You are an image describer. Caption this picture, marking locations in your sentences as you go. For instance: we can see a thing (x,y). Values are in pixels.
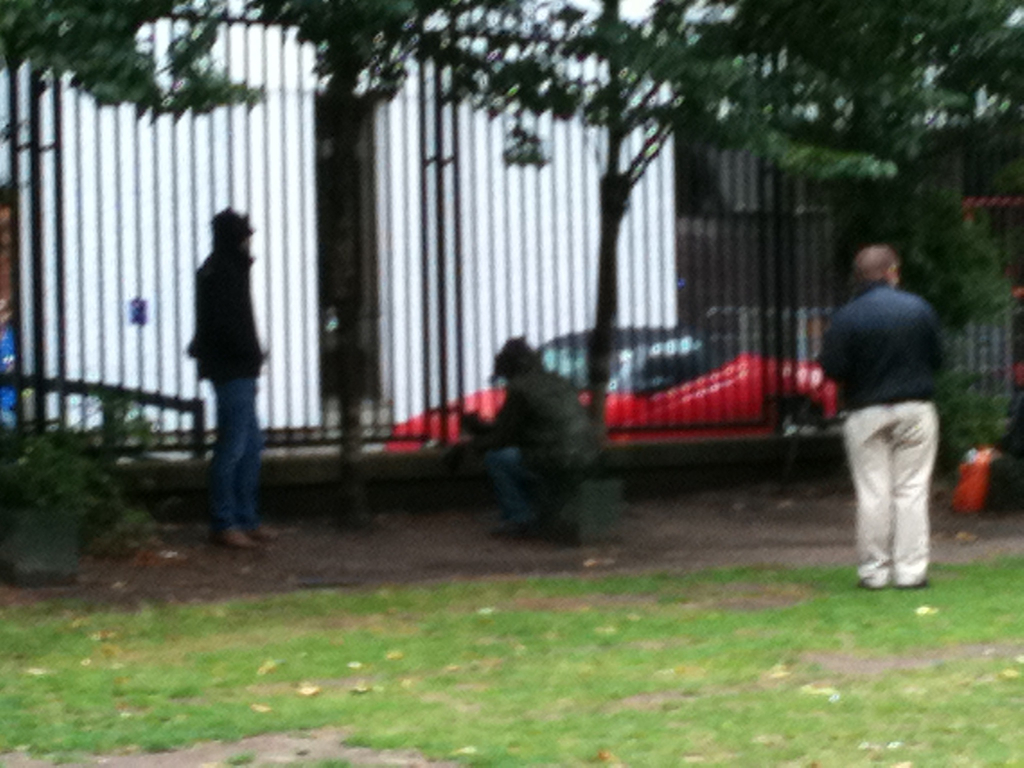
In the center of the image (518,359) a man (545,408) is sitting on his knees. On the left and right side of the image (910,445) two persons (916,412) are standing. In the background of the image (429,261) we can see grills (576,221), trees (790,89), car (646,378), plants (138,514) and some objects (977,453). At the bottom of the image (633,669) there is a ground (597,628).
